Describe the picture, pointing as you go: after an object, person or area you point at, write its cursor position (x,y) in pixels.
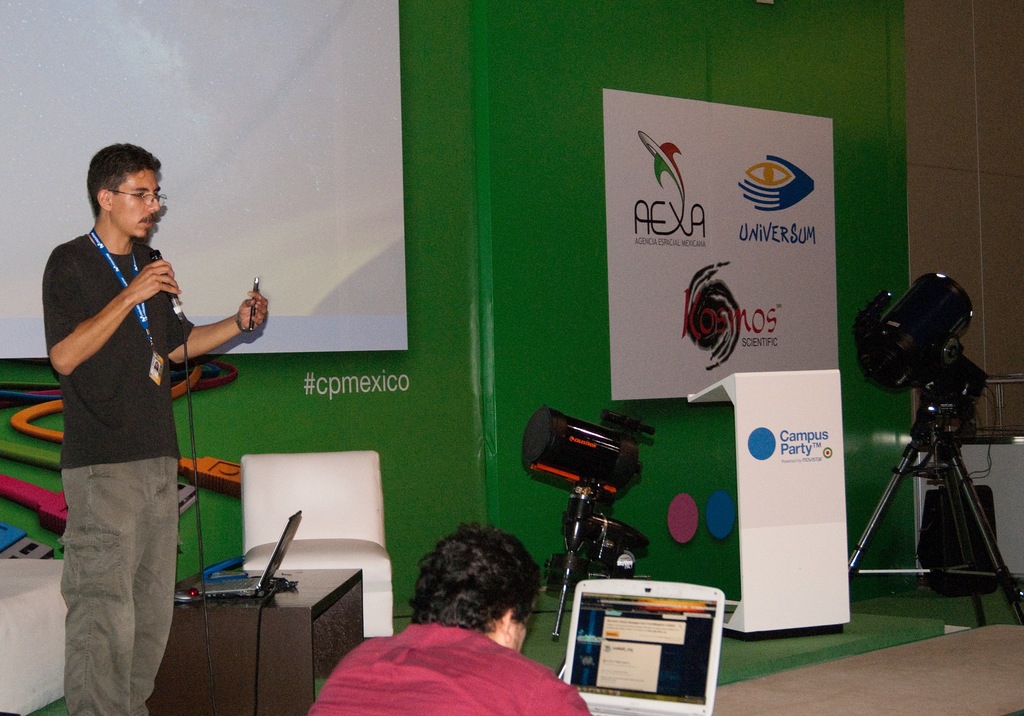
In this image we can see a man (79,652) standing on the floor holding a mic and a pen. We can also see a table (198,614) beside him containing some wires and a laptop (255,595), some chairs (314,557), telescopes (575,491) with the stand (580,547) and a wall (727,461) with some text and pictures (695,199) on it. On the bottom of the image (471,712) we can see a person (459,688) sitting beside a laptop (608,671).
